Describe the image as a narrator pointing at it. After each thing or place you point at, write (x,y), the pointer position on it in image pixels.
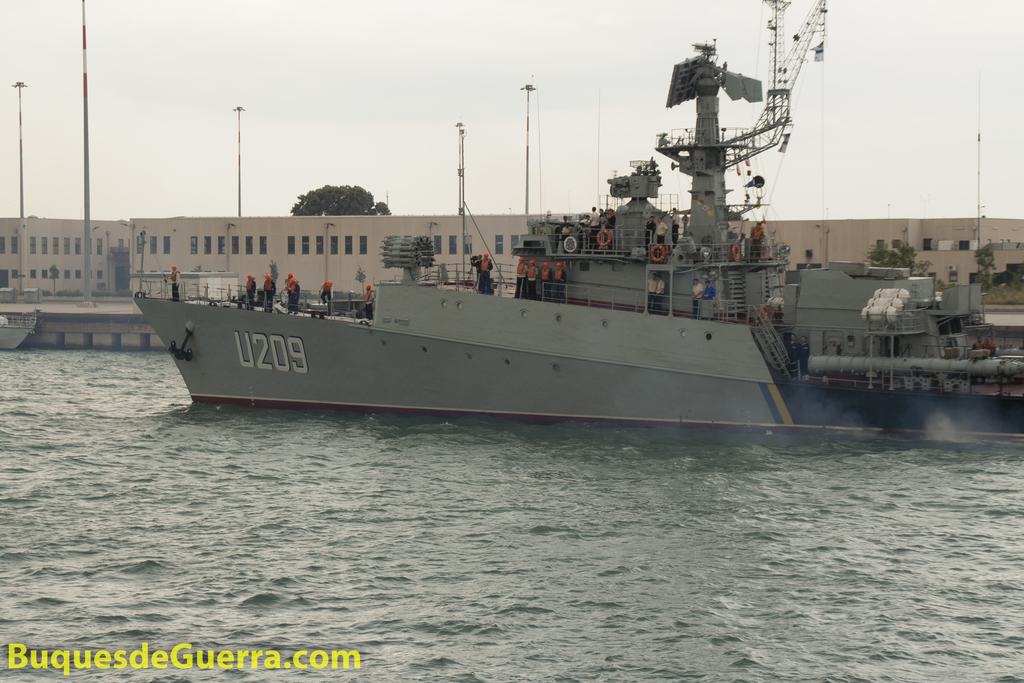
There is a ship (457,395) on the water (96,676) in that, there are people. There are poles (459,207), trees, building structures (1007,258) and sky (361,159) in the background area (503,192) and there is text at the bottom side (93,655).
